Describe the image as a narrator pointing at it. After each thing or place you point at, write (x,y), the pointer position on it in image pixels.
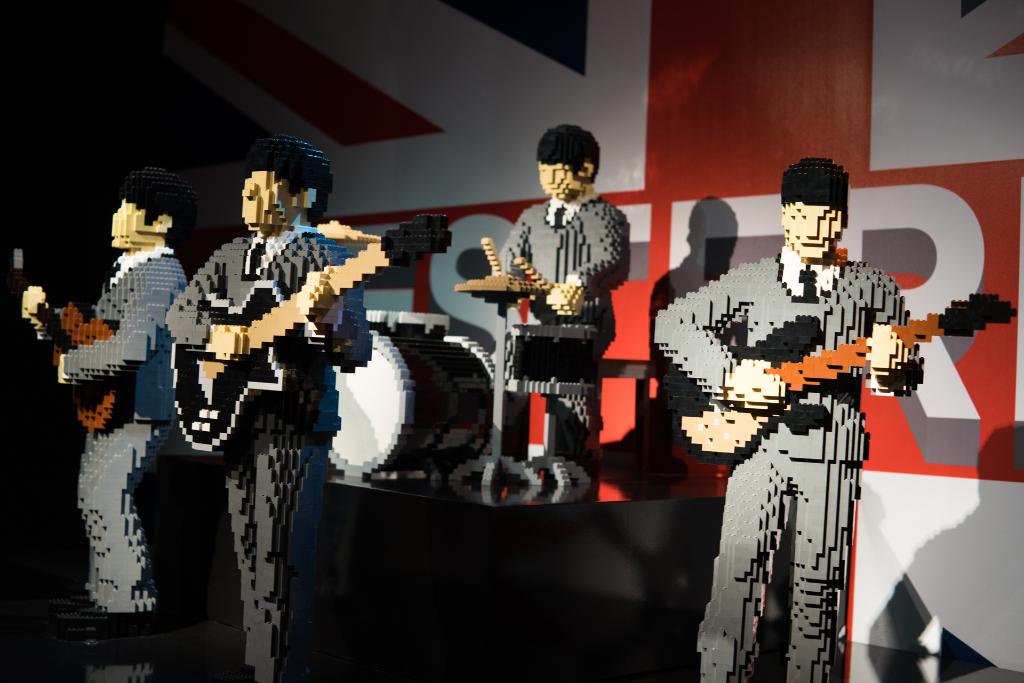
This picture shows cartoons (839,235) playing musical instruments (791,362). Few are playing guitars (817,418) and another one is playing drums (475,347).
